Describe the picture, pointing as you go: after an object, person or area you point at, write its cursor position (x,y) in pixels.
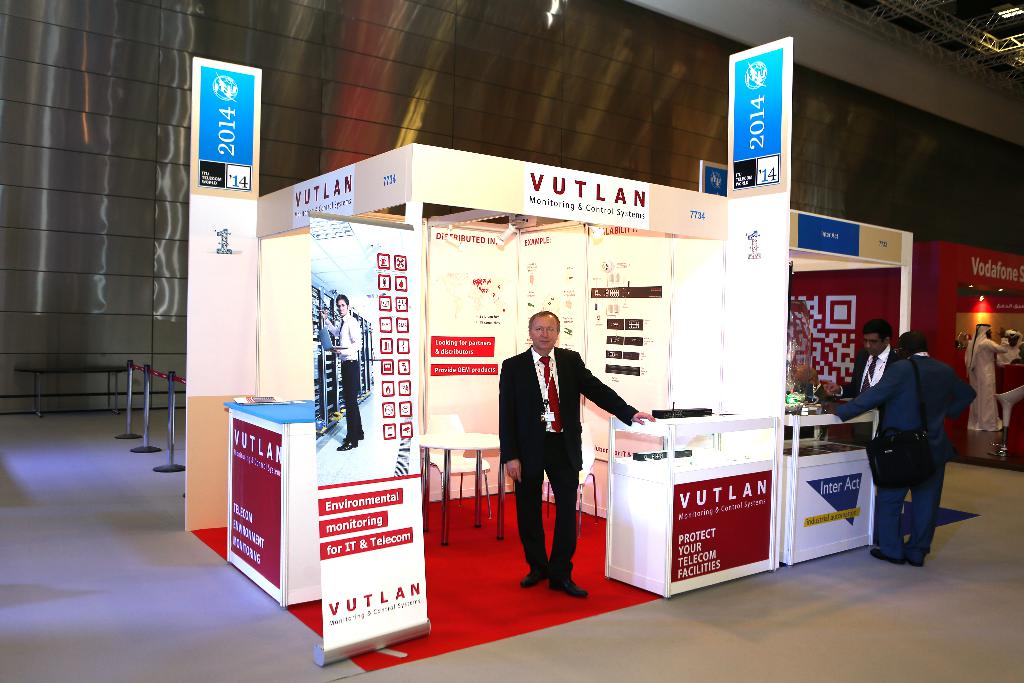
This image is taken indoors. At the bottom of the image (94,486) there is a floor (821,591). In the middle of the image (396,436) there is a stall (539,305) and there are many boards (323,495) with text (338,526) on them. A man (533,561) is standing on the floor (587,516) and there are two chairs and a table (448,456). On the right side of the image (993,414) there is a man (987,360) and two men (897,544) are standing on the floor (988,486). In the background (85,250) there is a wall (170,154). At the top of the image (817,36) there is a roof (928,23).
